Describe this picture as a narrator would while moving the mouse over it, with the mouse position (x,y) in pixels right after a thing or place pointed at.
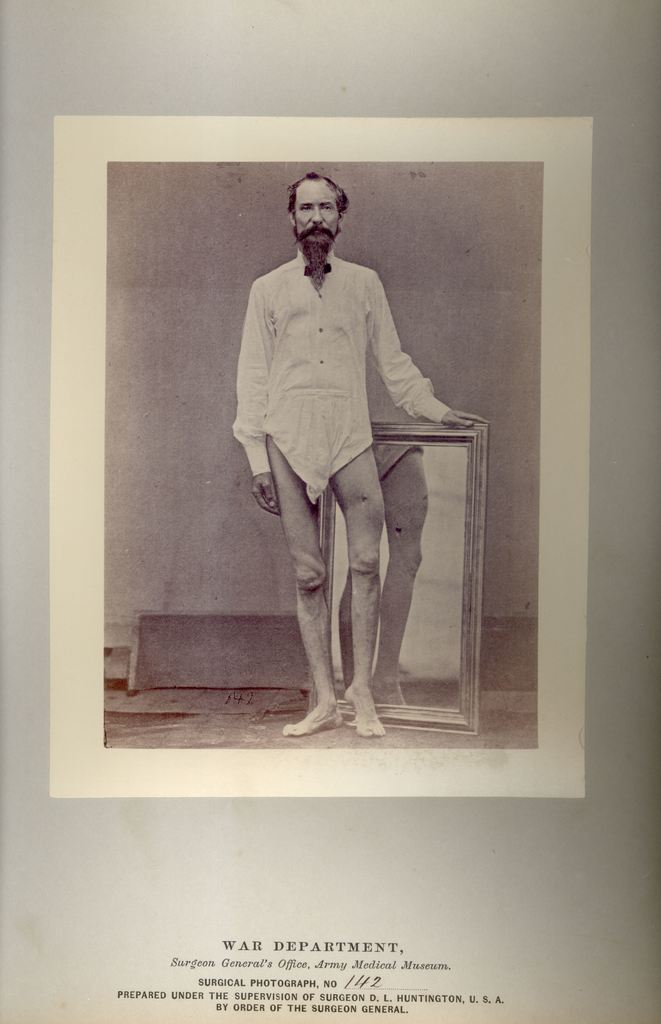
In this image we can see a man (345,497) and a mirror (402,607). At the bottom (286,969) there is a text (213,968).
